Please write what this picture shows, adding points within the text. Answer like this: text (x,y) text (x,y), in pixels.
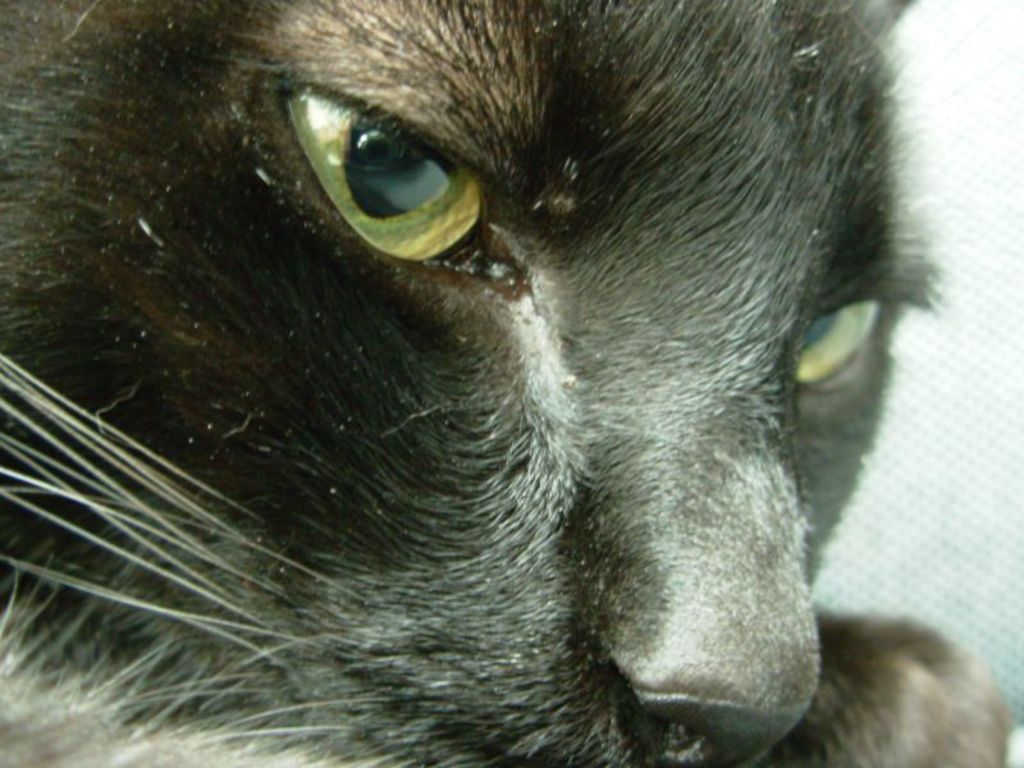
In this image there is a cat (345,659) which is black in color.
